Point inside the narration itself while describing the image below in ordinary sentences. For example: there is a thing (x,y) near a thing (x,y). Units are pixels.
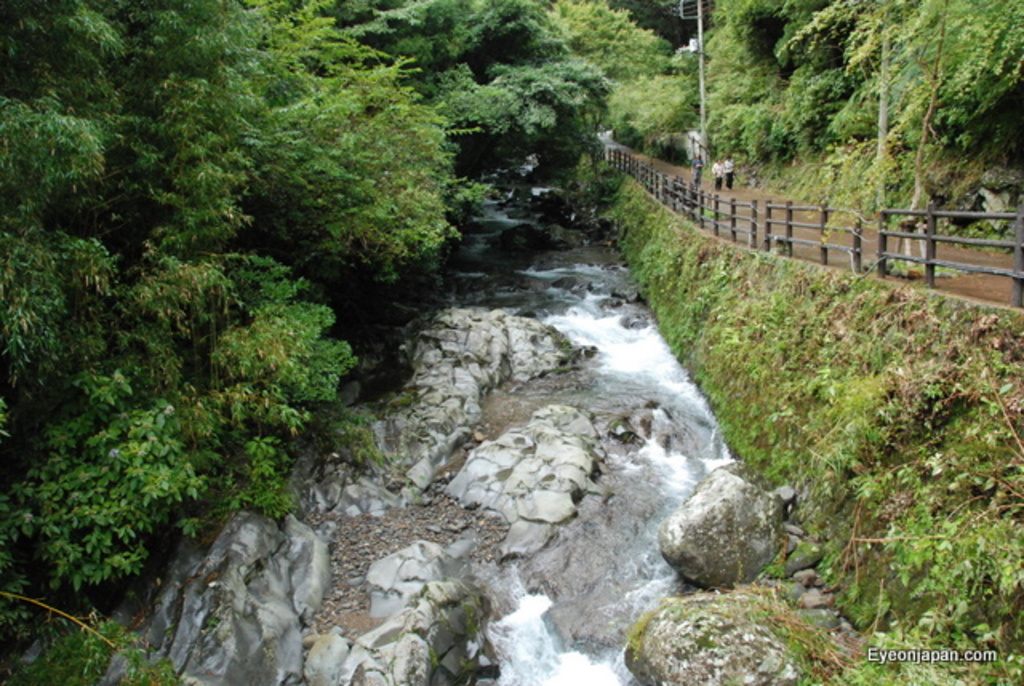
There is a river (525,409) with rocks (534,434) and water (525,409). On the left side (275,200) there are trees (229,230). On the right side (780,382) there is wall (633,234). Near to that there are railings (631,165). Also there is a road (735,191), pole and trees (890,68). Some people (731,165) are on the road (725,193).
